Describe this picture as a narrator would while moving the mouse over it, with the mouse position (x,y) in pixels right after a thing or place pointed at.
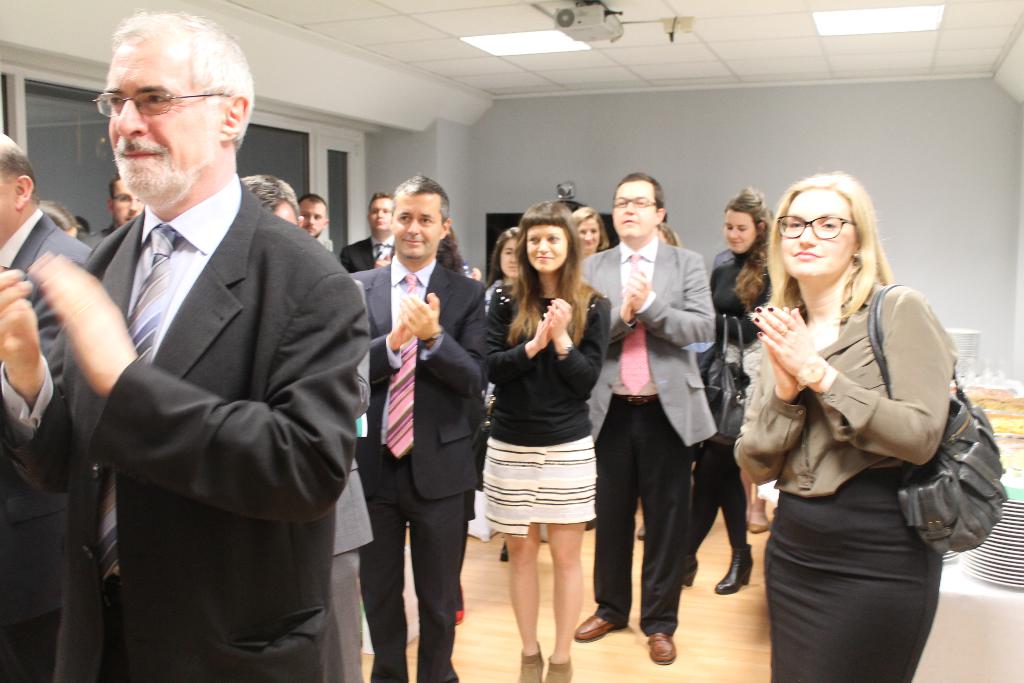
Here we can see people (847,292). These people (847,292) are clapping their hands (785,375). This woman (783,338) wore a bag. Beside this projector (580,21) there are lights (571,44). On this table (977,609) there are plates (1012,539) and objects (958,376).
